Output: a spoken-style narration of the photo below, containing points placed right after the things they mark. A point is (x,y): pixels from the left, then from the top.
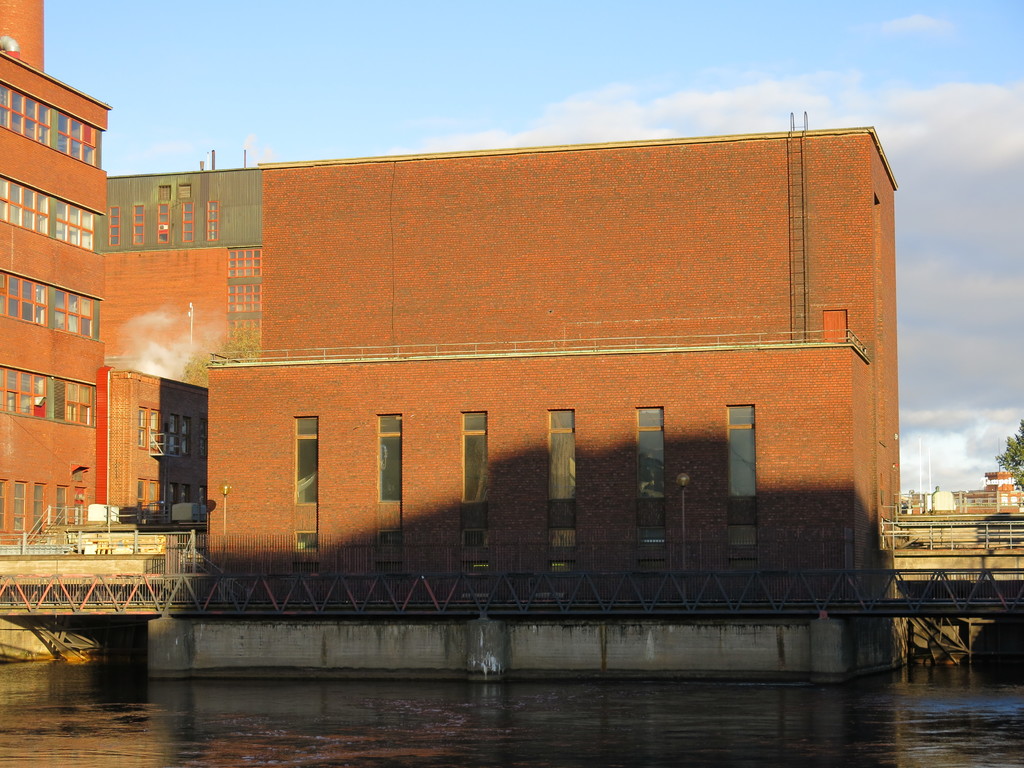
In the center of the image (625,333) there is a building (441,316). At the bottom of the image (606,611) there is a water (585,716) and bridge (381,600). On the left side of the image (18,367) there is a building (44,446). In the background (225,76) there is a tree (1002,462), sky (945,403) and clouds (580,99).
